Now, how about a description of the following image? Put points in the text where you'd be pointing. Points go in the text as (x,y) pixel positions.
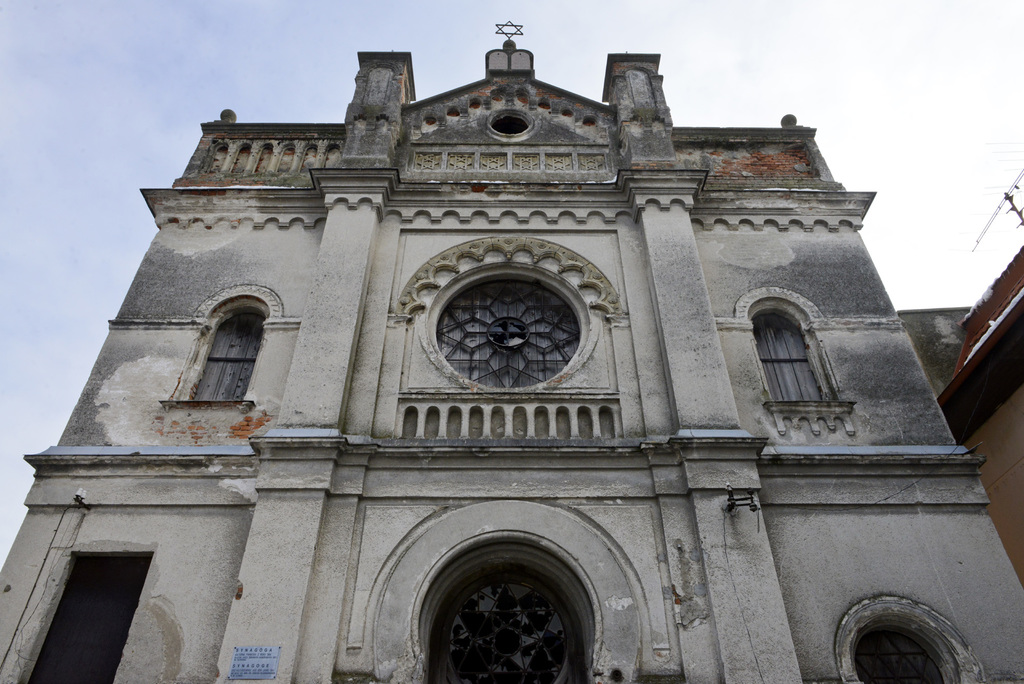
In this image I can see few buildings (726,415), windows (574,360), the sky (633,16), a board (245,654) and on it I can see something is written.
